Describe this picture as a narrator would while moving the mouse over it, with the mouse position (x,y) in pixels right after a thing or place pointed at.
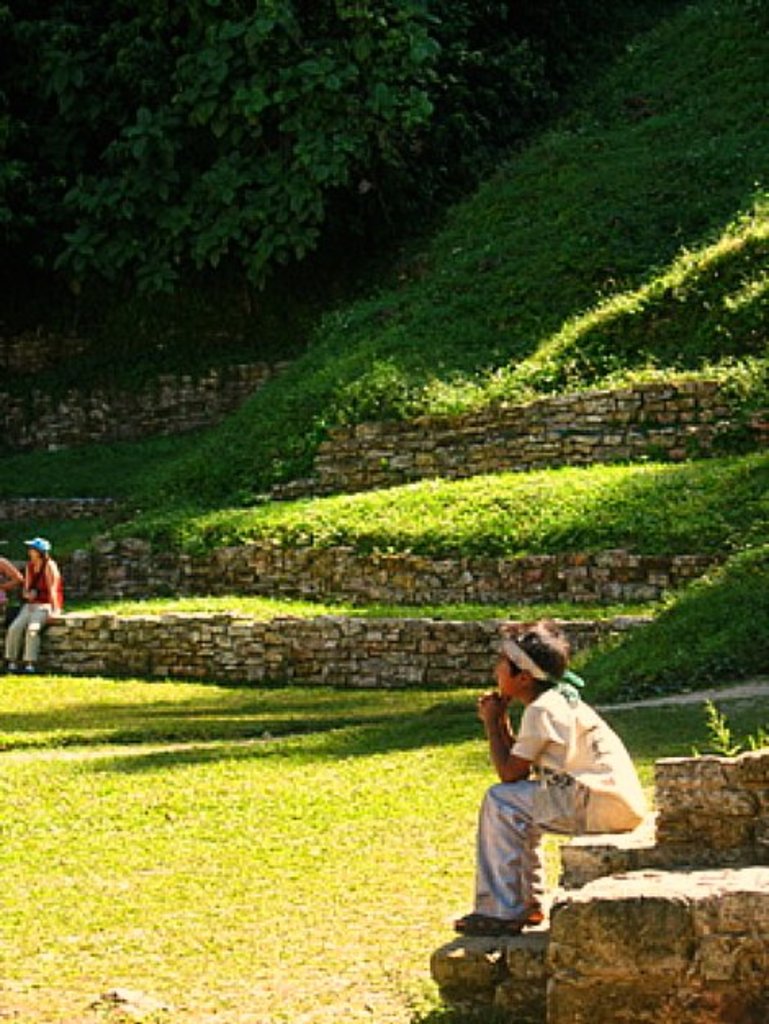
Here in this picture we can see the ground (429,741) is fully covered with grass (465,606) and we can see people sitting over the place and we can also see plants (160,291) and trees (252,239) present.
